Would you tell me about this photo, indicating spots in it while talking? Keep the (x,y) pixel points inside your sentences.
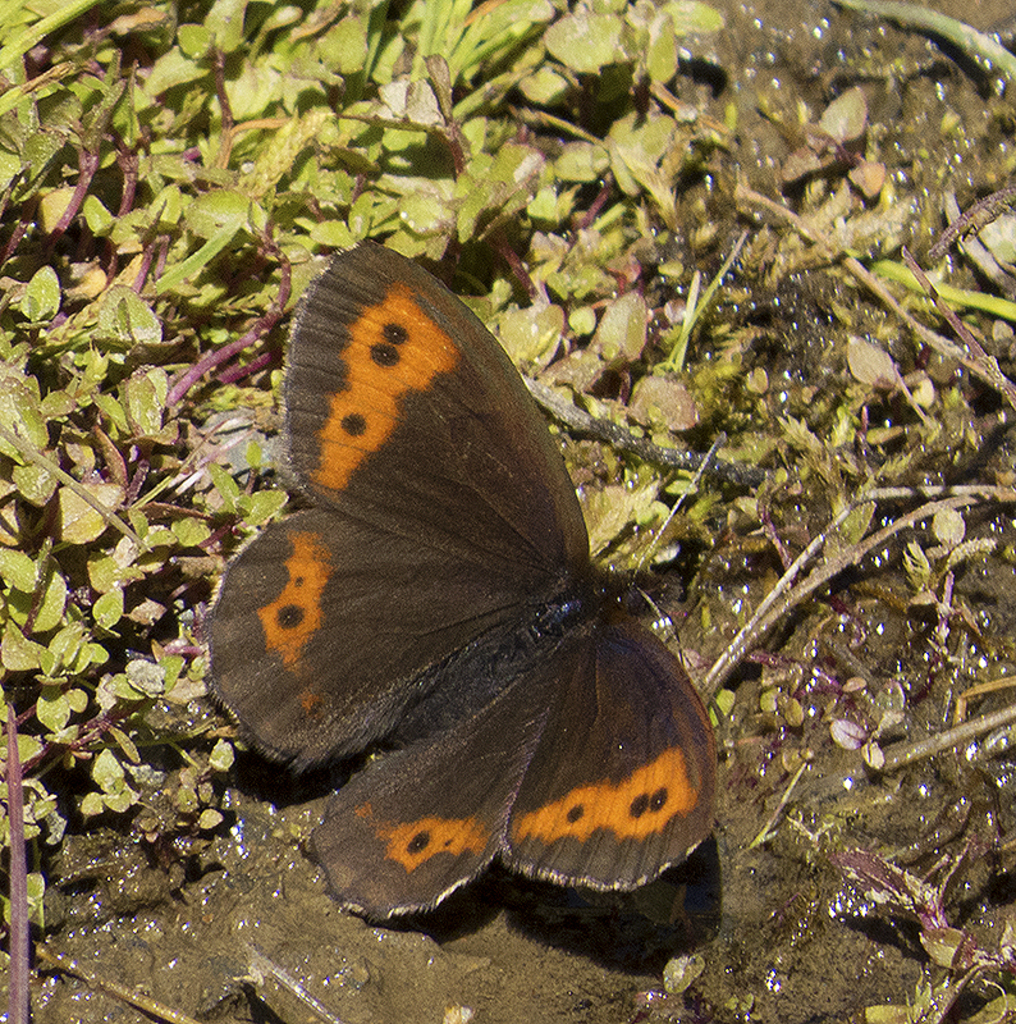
In the image I can see black color butterfly (403,614) which has designs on it. I can also see the water (332,930) and the grass (213,349).
